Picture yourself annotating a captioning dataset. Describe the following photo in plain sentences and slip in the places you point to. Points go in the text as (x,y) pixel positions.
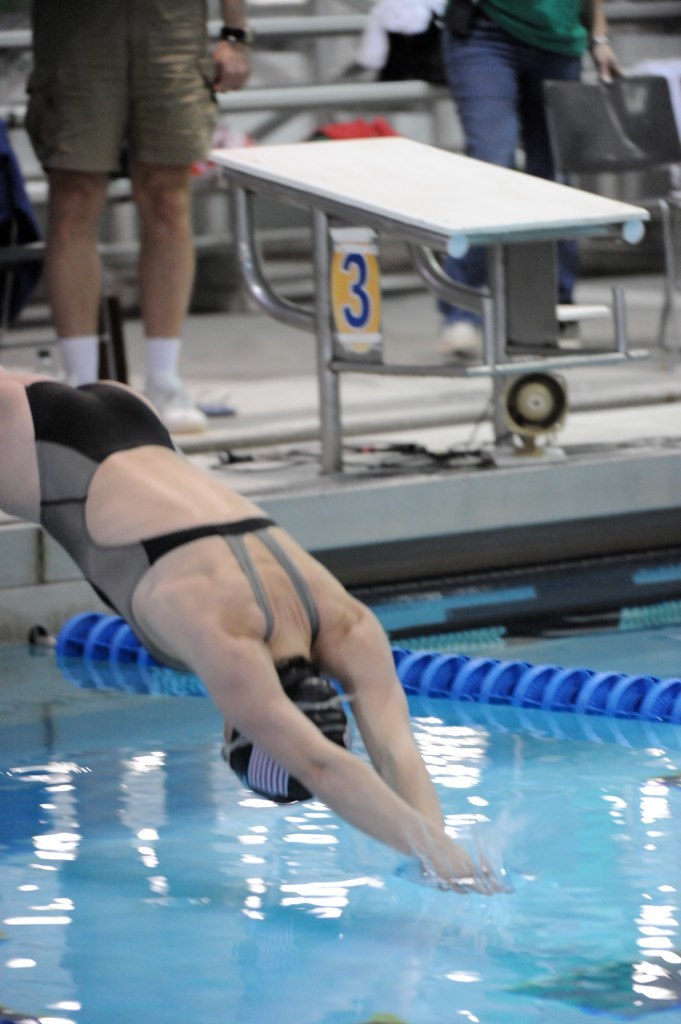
In this picture, there is a woman (217,632) who is jumping into the pool (208,948). There is a man (125,133) standing on the path (218,365) and there is a person (501,41) who is also standing on the path (483,402). There is a starting block (402,367) and a chair (587,152) on the path (272,398).
